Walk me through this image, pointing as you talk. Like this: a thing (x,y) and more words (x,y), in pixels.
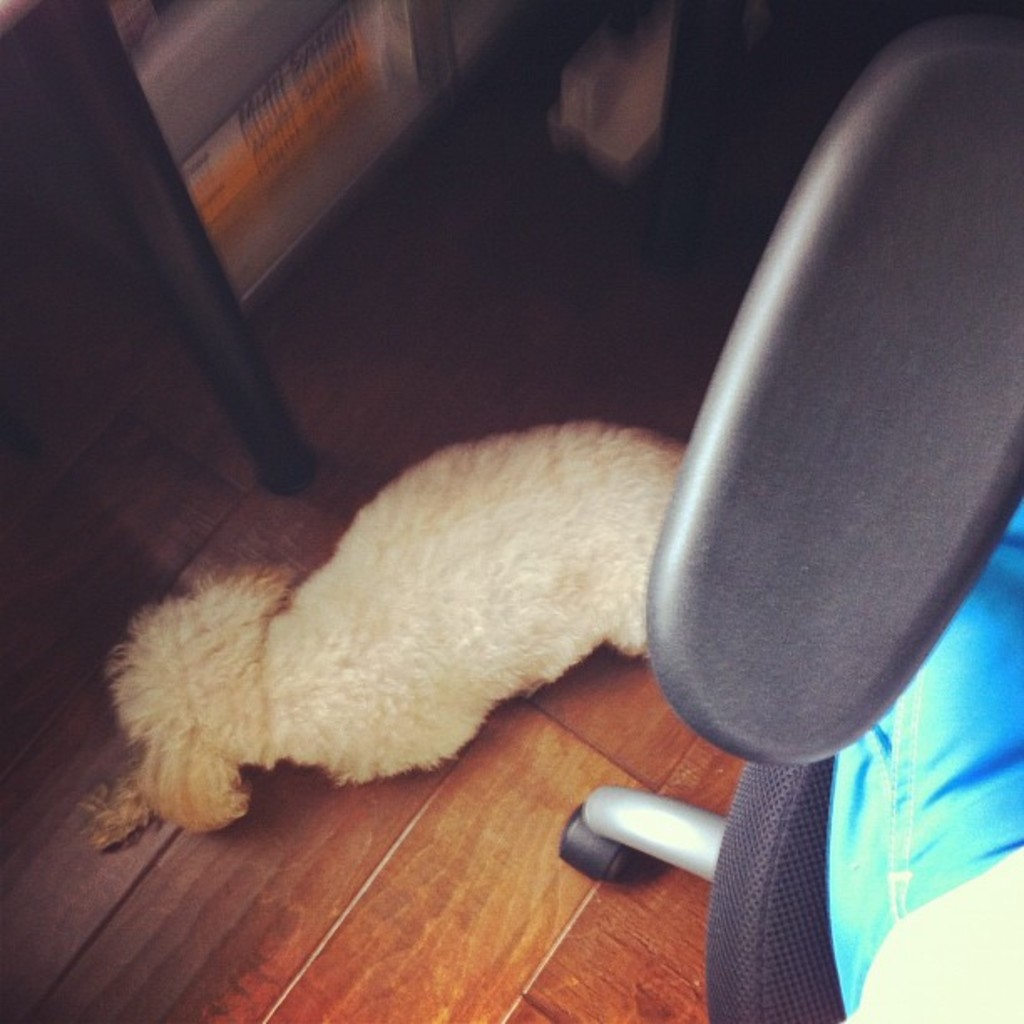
This image consists of a dog (359,646). On the right (869,452), we can see a chair (866,682). It looks like a person (864,859) is sitting in the chair (787,977). At the bottom (483,934), there is a floor (497,867) made up of wood (448,299). In the front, we can see a table (131,146).
